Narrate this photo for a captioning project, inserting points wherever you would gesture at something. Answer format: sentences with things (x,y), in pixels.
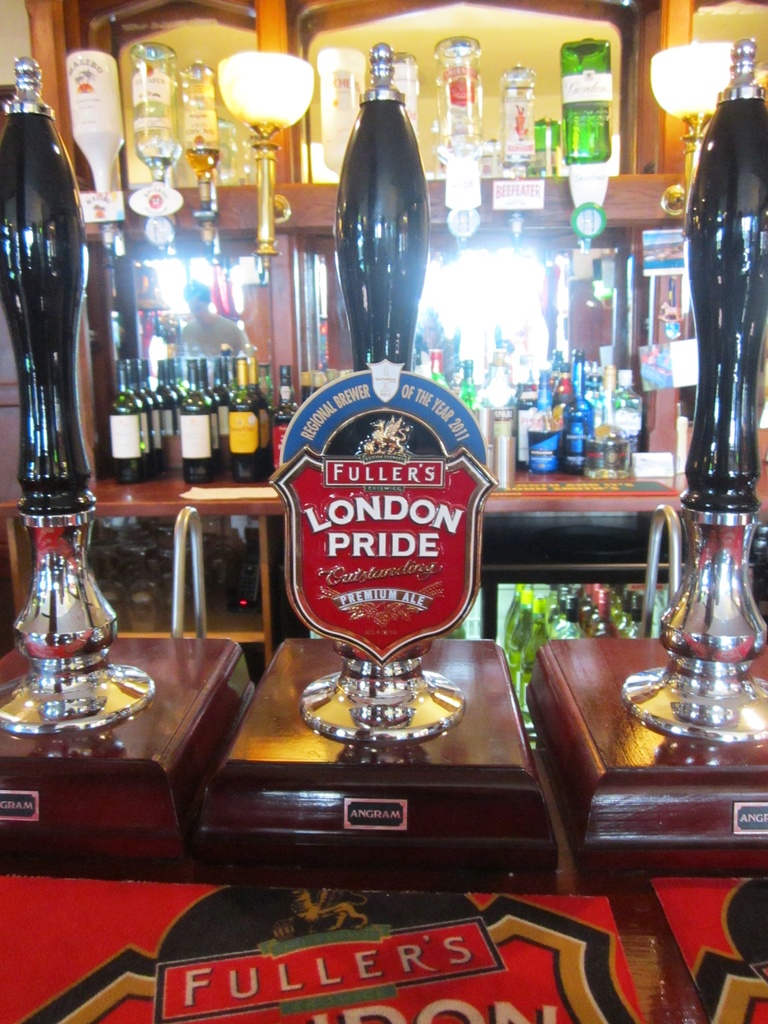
In this picture there are many bottles (616,448) which are arranged in a shelf (148,496). There are three beer pumps (296,442) visible in the middle (475,535). Some lights (265,132) are seen in the background (262,95).
